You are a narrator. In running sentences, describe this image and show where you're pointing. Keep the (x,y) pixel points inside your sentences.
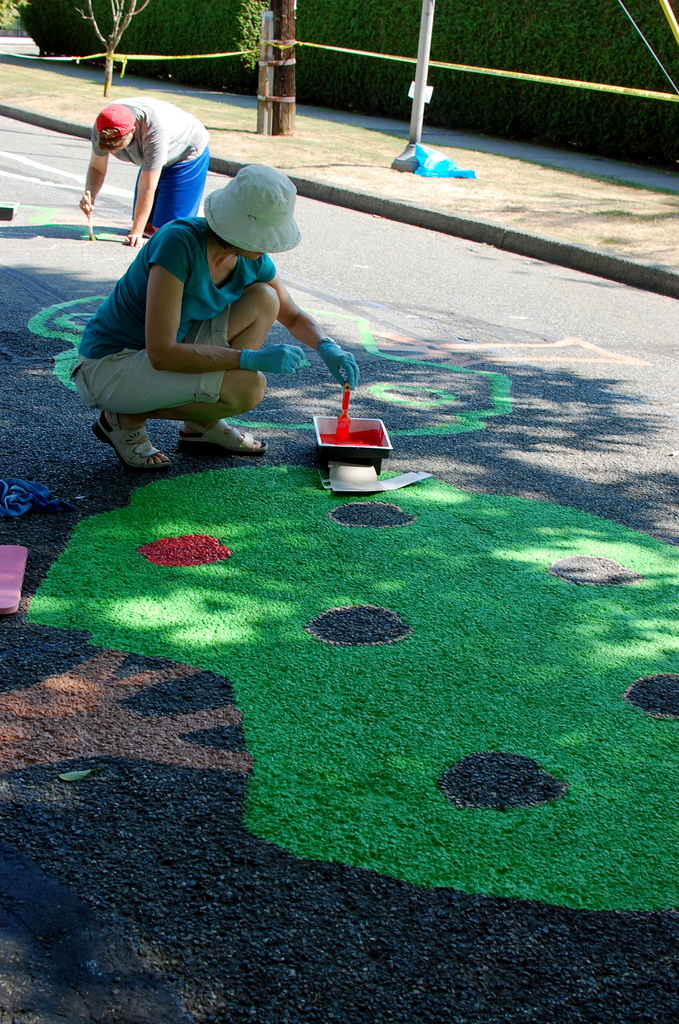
In this image we can see these persons (100,312) are in the squat position and holding a paint brush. Here we can see the paint (338,648) on the road (595,895). In the background (151,7), we can see the poles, trees (107,91) and shrubs (564,45).
